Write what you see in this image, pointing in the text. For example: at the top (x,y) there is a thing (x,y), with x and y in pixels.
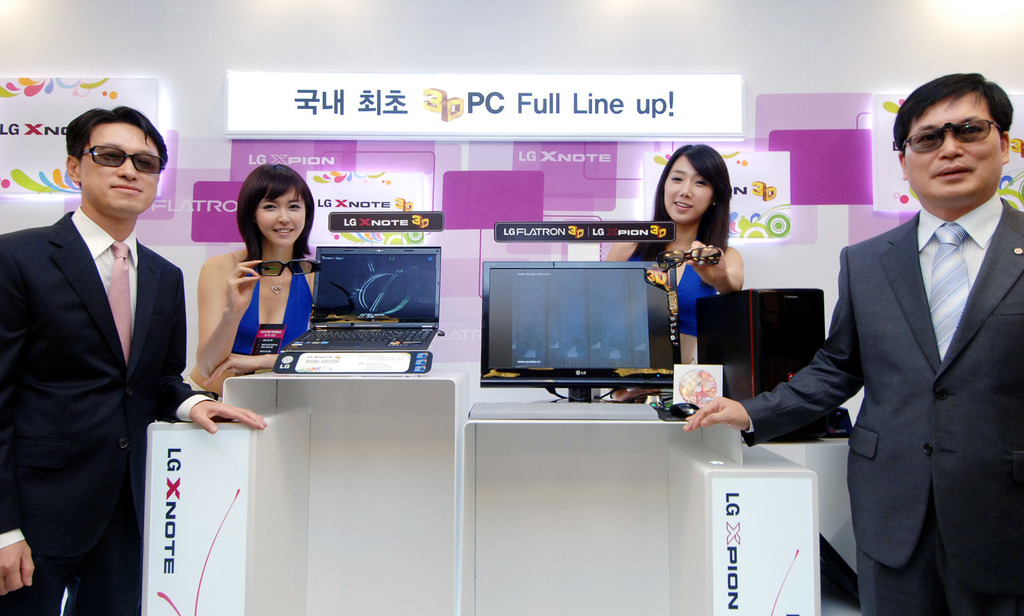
In this image we can see there are four persons (34,525) standing, two persons (245,319) are holding the spectacles (711,263) and there is a laptop (366,287) and a monitor (544,279) on the table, in the background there is some text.
